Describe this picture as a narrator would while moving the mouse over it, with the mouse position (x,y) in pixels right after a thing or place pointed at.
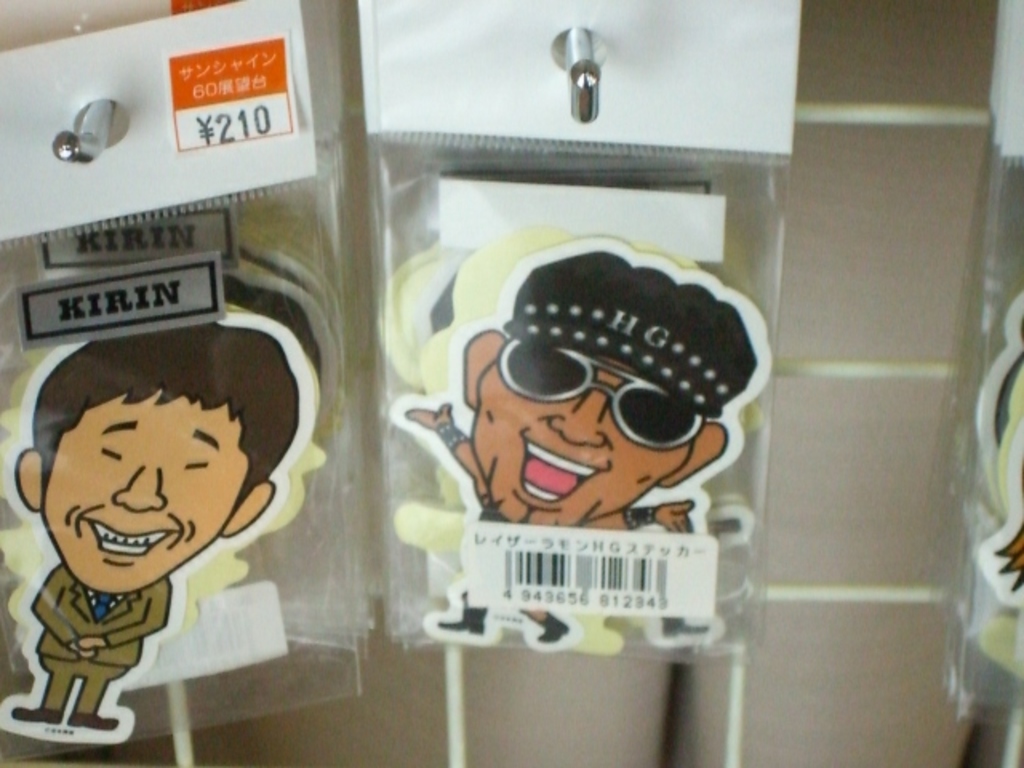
In this image we can see the packets (390,375) with stickers (109,408) attached to the wall hook (594,95). In the background (823,491), we can see the wall (818,593).
